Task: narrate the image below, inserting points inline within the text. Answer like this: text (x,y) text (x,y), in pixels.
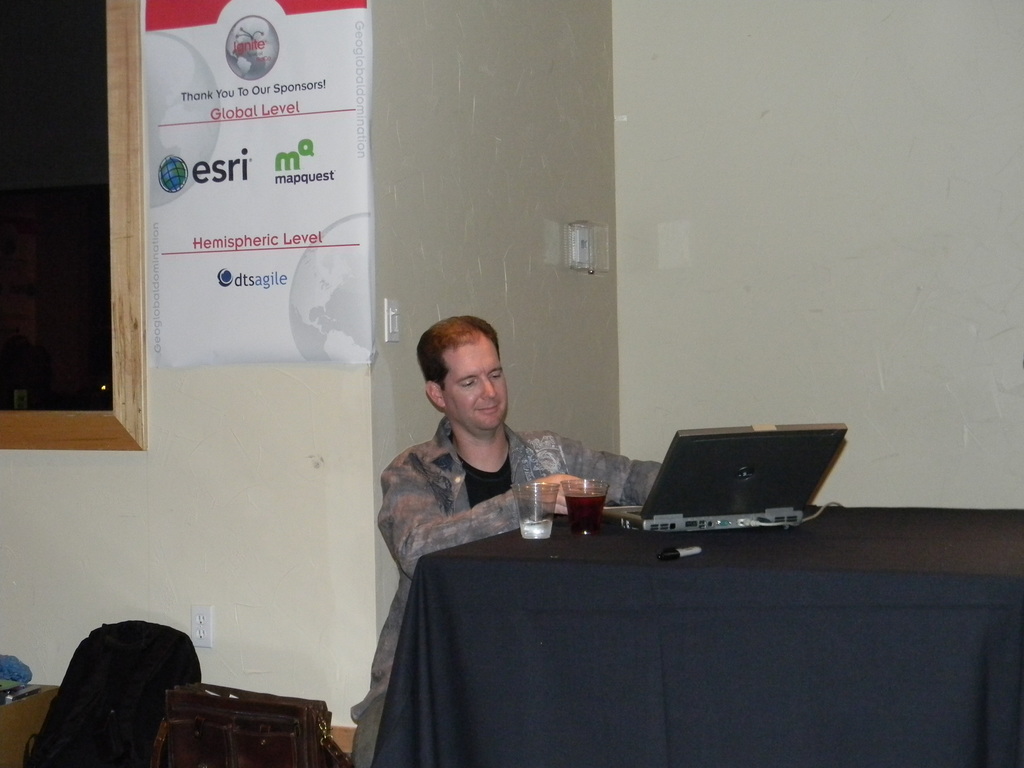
This picture describes about a man (471,506) is seated on the chair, in front of him we can see glasses (579,512), laptop (652,513) on the table (641,545), in the background (277,262) we can see a hoarding (324,254) and a baggage (149,694).
